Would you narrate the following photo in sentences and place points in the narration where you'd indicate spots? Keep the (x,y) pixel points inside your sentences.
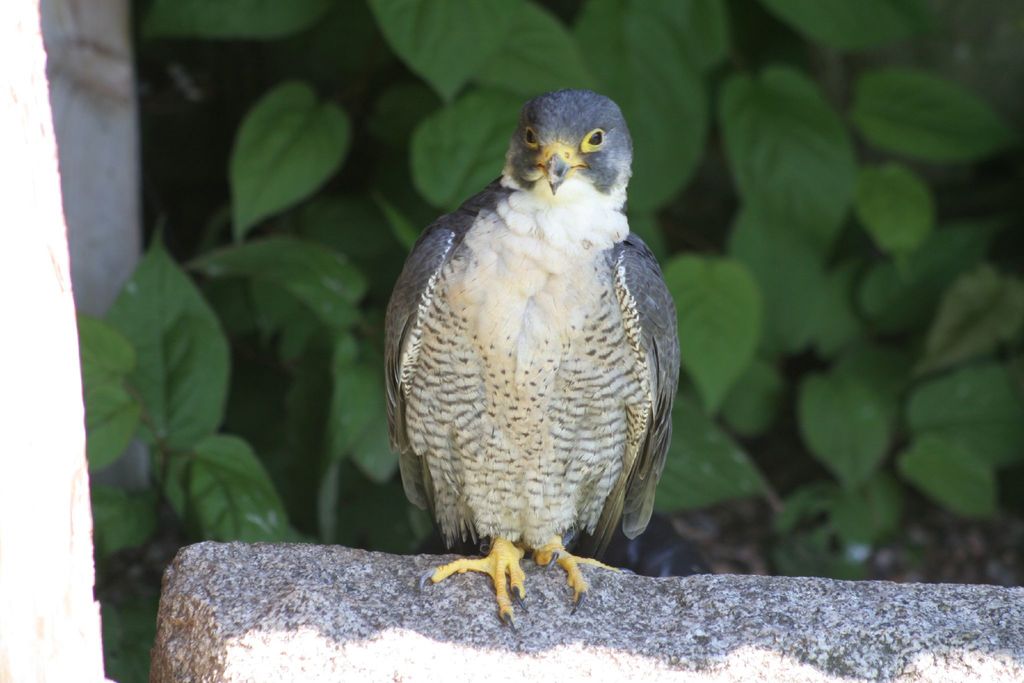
In front of the image there is a bird (622,445) on the rock (627,637). Behind the rock (627,637) there are plants (967,462).
